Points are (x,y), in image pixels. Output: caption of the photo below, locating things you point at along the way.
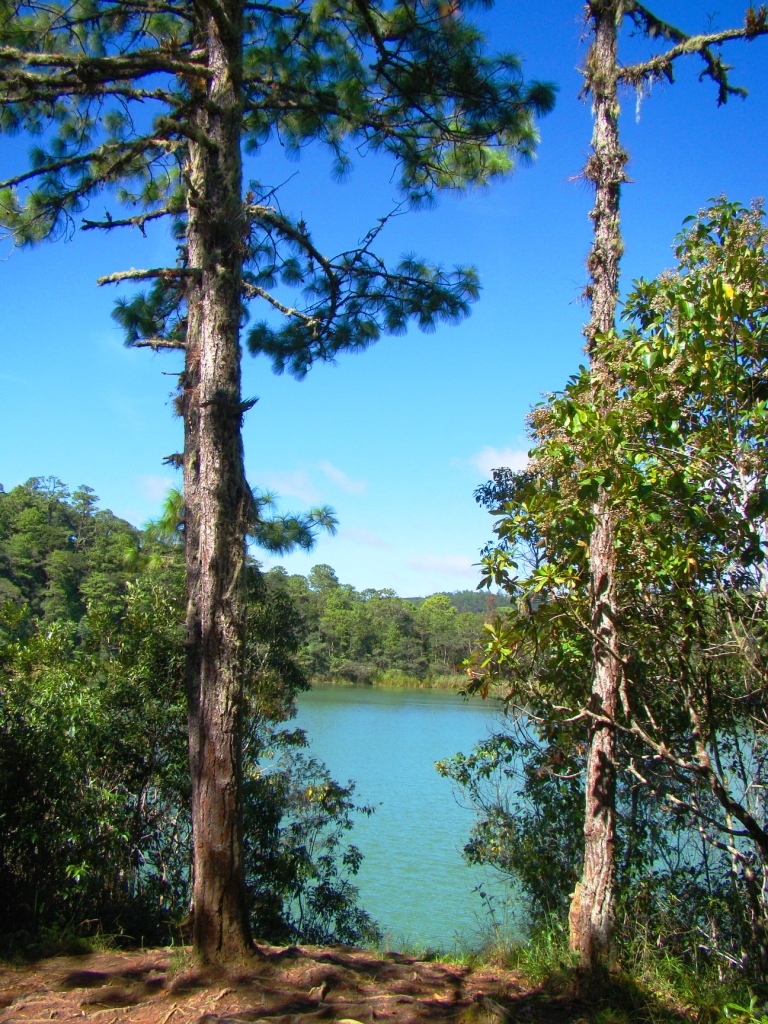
In this image I can see the water (373,781) and many trees (295,691). In the background (341,535) I can see the clouds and the blue sky (274,378).
